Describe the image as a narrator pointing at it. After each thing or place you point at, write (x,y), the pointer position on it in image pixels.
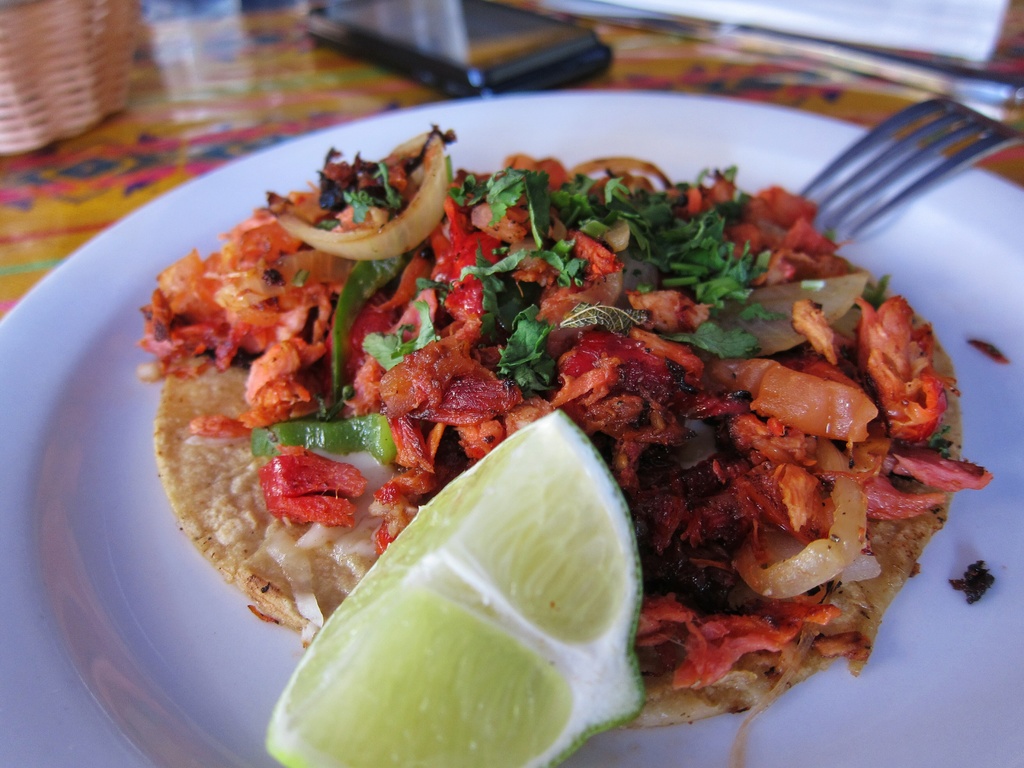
In this picture I can see a white plate (482,103) in front (922,252) and in the plate (953,306) I can see food (240,492) which is of cream, red, orange and green color. I can also see a piece of a lemon (556,540). On the right side of this picture (932,109) I can see a fork (964,167). In the background (397,59) I can see a black color thing (422,72) and a basket (104,52).
